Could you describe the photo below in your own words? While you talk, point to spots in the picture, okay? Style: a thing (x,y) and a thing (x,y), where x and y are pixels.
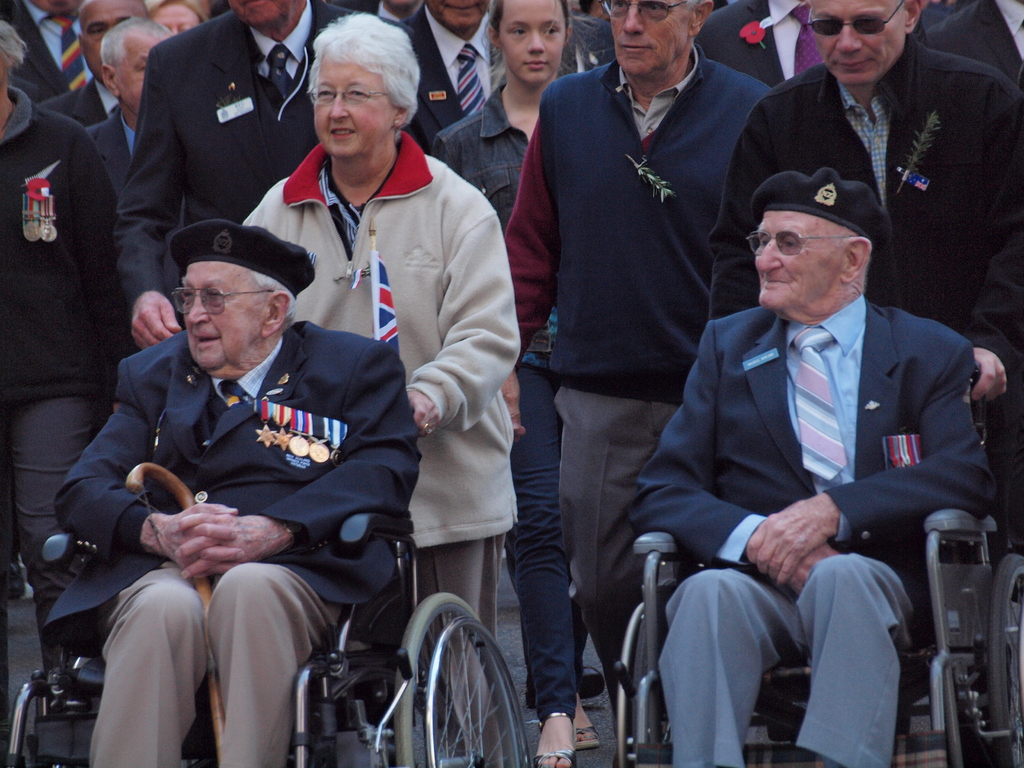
In this image, I can see two old men (339,566) sitting in the wheelchairs (352,615). I can see a group of people (405,52) standing. This looks like a flag (392,311).
